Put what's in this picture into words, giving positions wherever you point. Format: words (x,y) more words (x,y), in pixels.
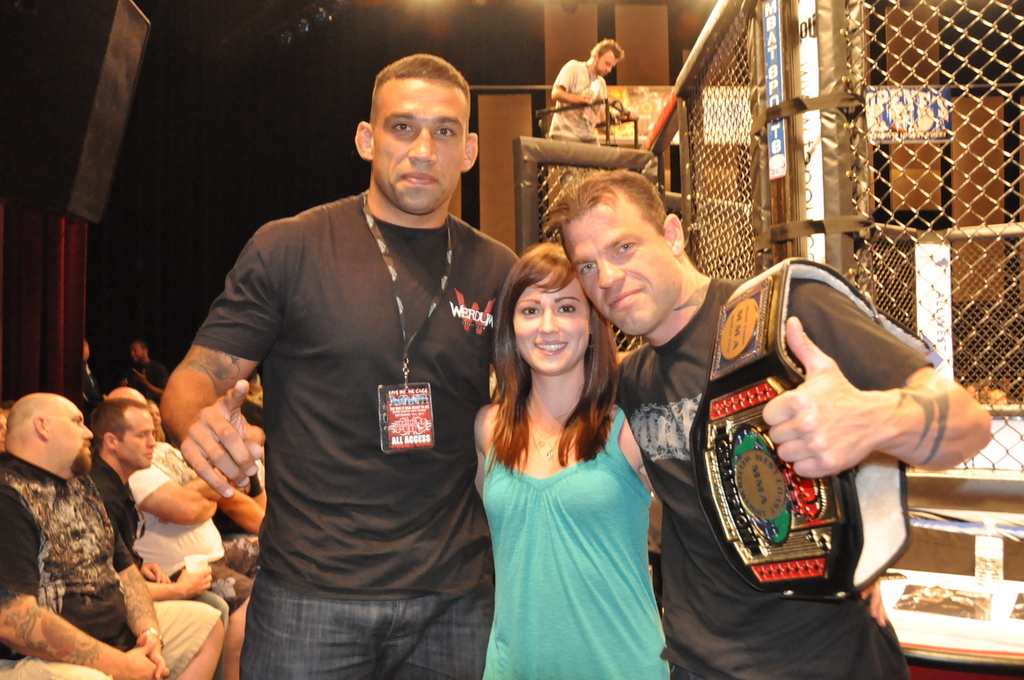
In the center of the image (367,328) we can see three people (651,305) standing and smiling. On the left (142,591) there are people (121,592) sitting. In the background (595,153) there is a mesh (974,257), man (574,100), wall (549,43) and lights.
